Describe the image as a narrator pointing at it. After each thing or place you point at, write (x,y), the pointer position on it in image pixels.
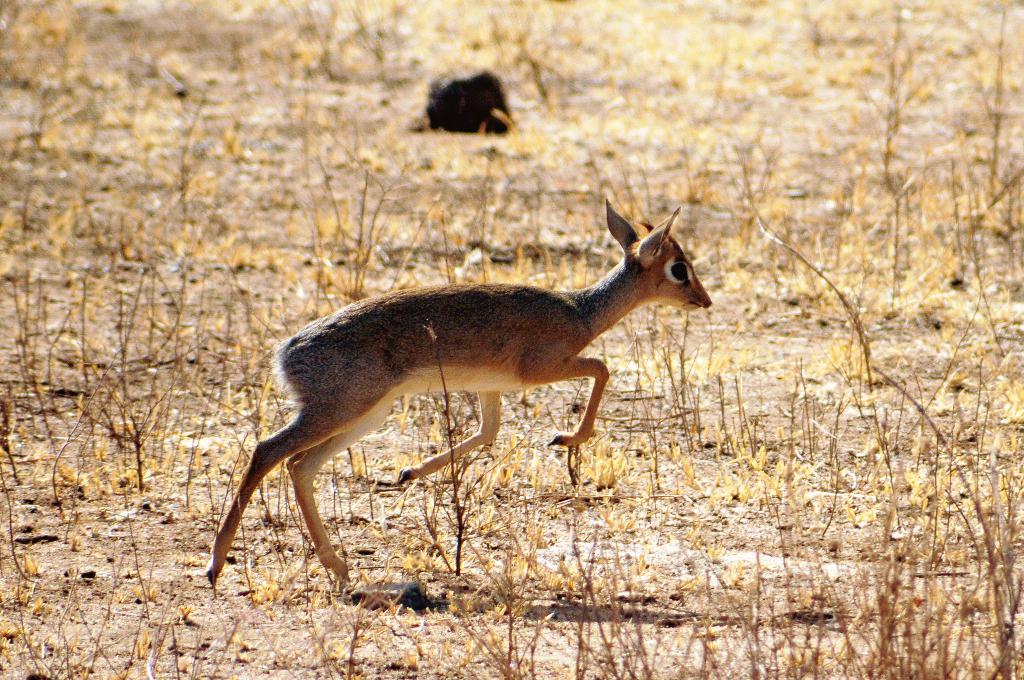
There is a deer (225,534) running and we can see dried grass (431,563).
